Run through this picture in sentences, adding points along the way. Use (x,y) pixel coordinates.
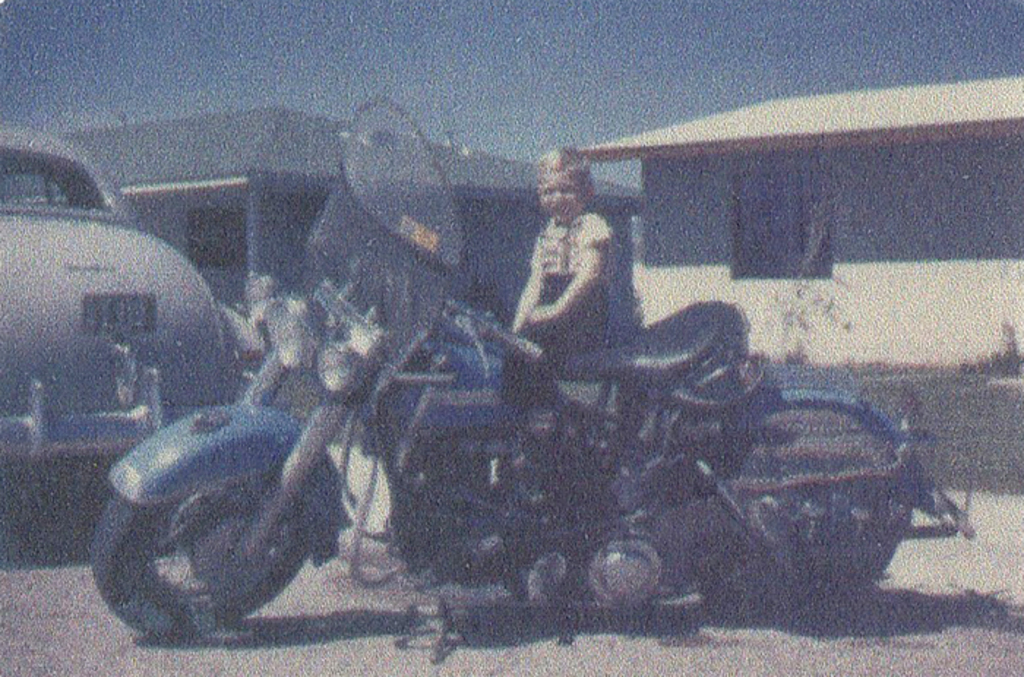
In this image there is a motorbike (530,469) in the middle (499,433) on which there is a kid (553,252). On the left side (140,286) there is a car (81,331) beside the motorbike (186,434). In the background (267,162) there are two houses (774,192). At the top (553,58) there is sky (520,50).
